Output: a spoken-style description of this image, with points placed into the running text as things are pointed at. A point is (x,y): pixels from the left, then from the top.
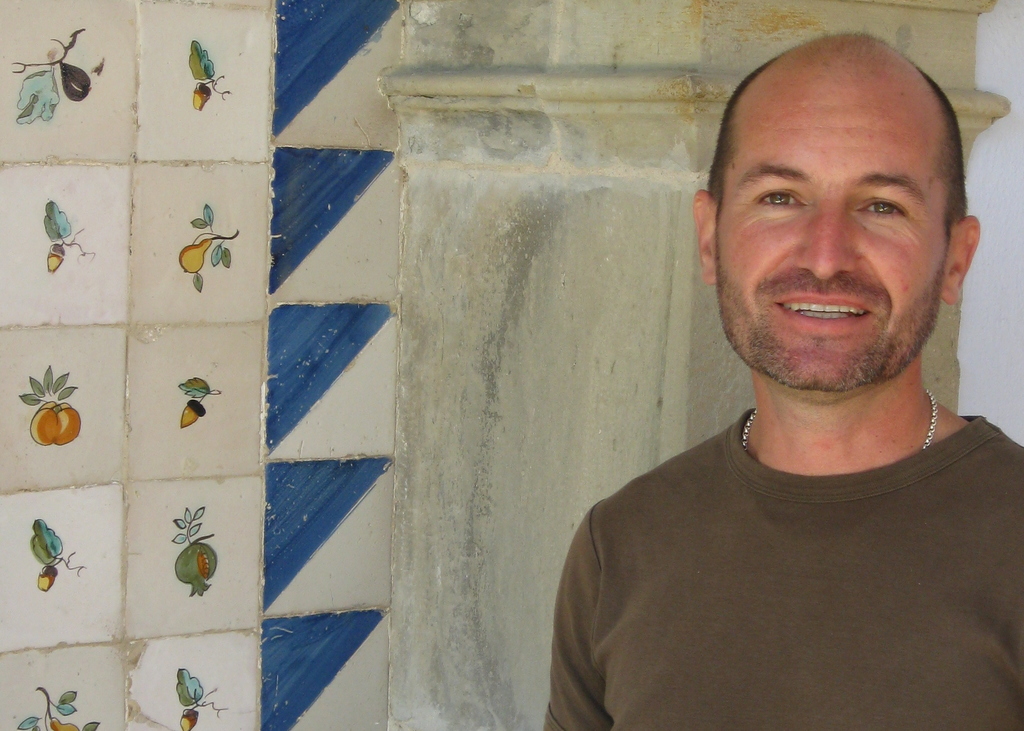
In the image we can see a man (760,578) wearing clothes (942,606) and a neck chain (935,424), and the man (926,413) is smiling. These are the tiles (180,380) and this is a pilaster (443,333).
